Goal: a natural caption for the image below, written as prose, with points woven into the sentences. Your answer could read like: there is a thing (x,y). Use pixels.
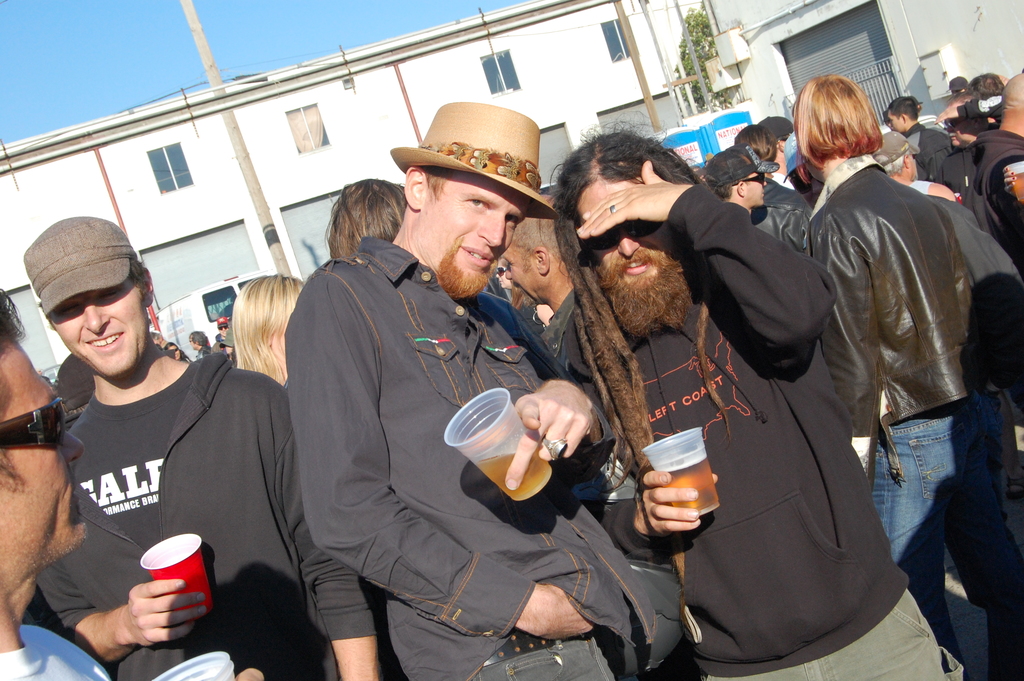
In this picture there are group of standing (366,482) and holding the disposable glasses (679,464). At the back (936,191) there are group of people (927,146) standing and there are buildings (877,56) and there are poles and there are vehicles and there is tree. At the top (176,66) there is sky (137,72). On the right side of the image (923,62) there is a railing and there is a box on the wall (952,24).
